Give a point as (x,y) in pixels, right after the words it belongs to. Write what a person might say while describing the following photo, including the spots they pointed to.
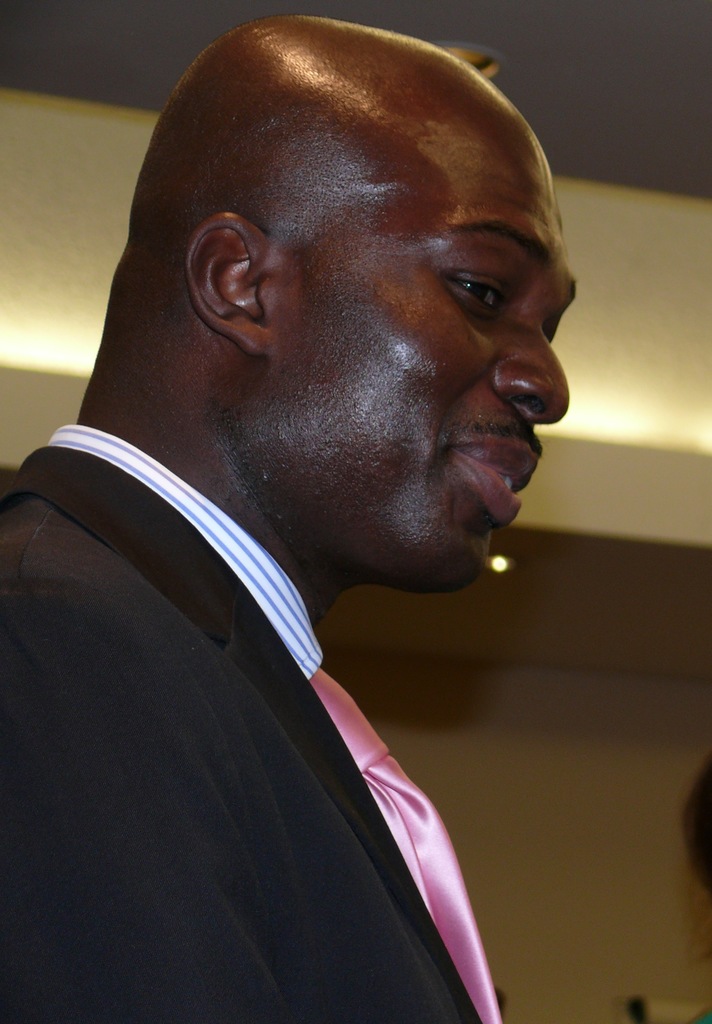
In this image we can see a man (235,534). In the background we can see light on the ceiling (4,344), objects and wall (567,212).
